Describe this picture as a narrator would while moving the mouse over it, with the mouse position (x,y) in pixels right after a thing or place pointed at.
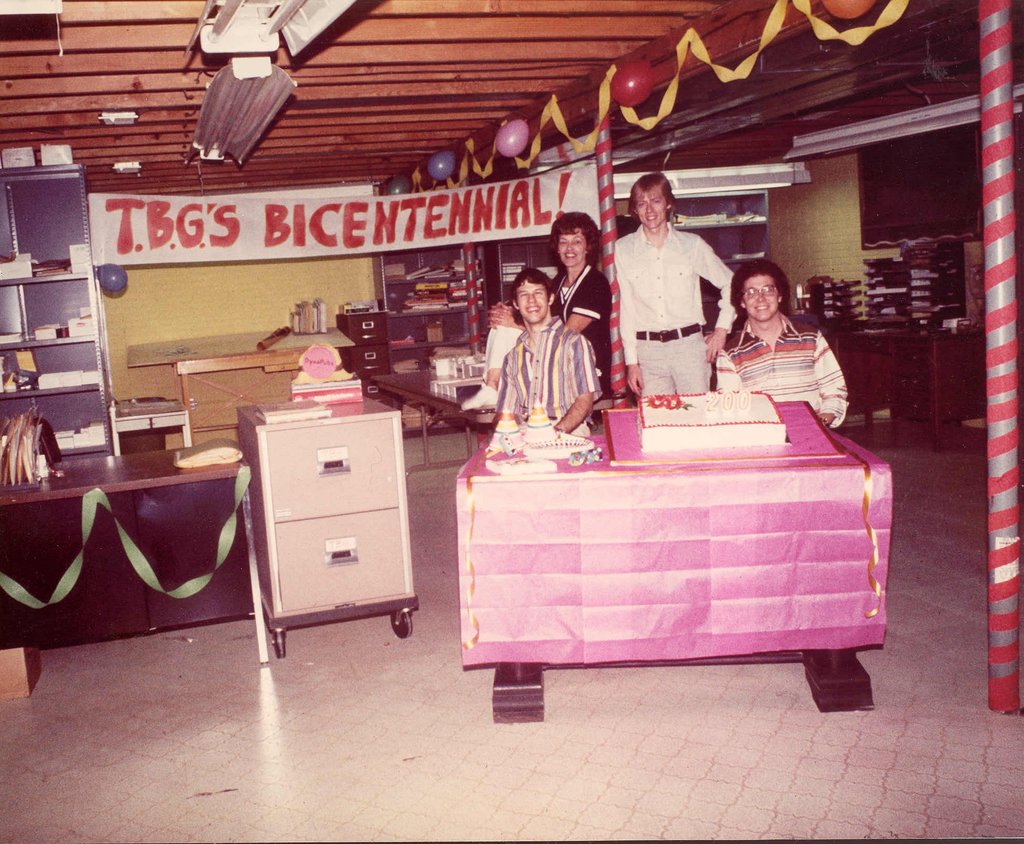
In this image, There is a floor (592,771) which is in white color and in the right side (686,568) there is a table (584,516) which is covered by a pink color cloth (720,573) and there are some people (767,342) standing and the left side (171,514) there is a table (157,523) which is in black color and in the top (428,89) there is a brown color wooden blocks (417,102).
